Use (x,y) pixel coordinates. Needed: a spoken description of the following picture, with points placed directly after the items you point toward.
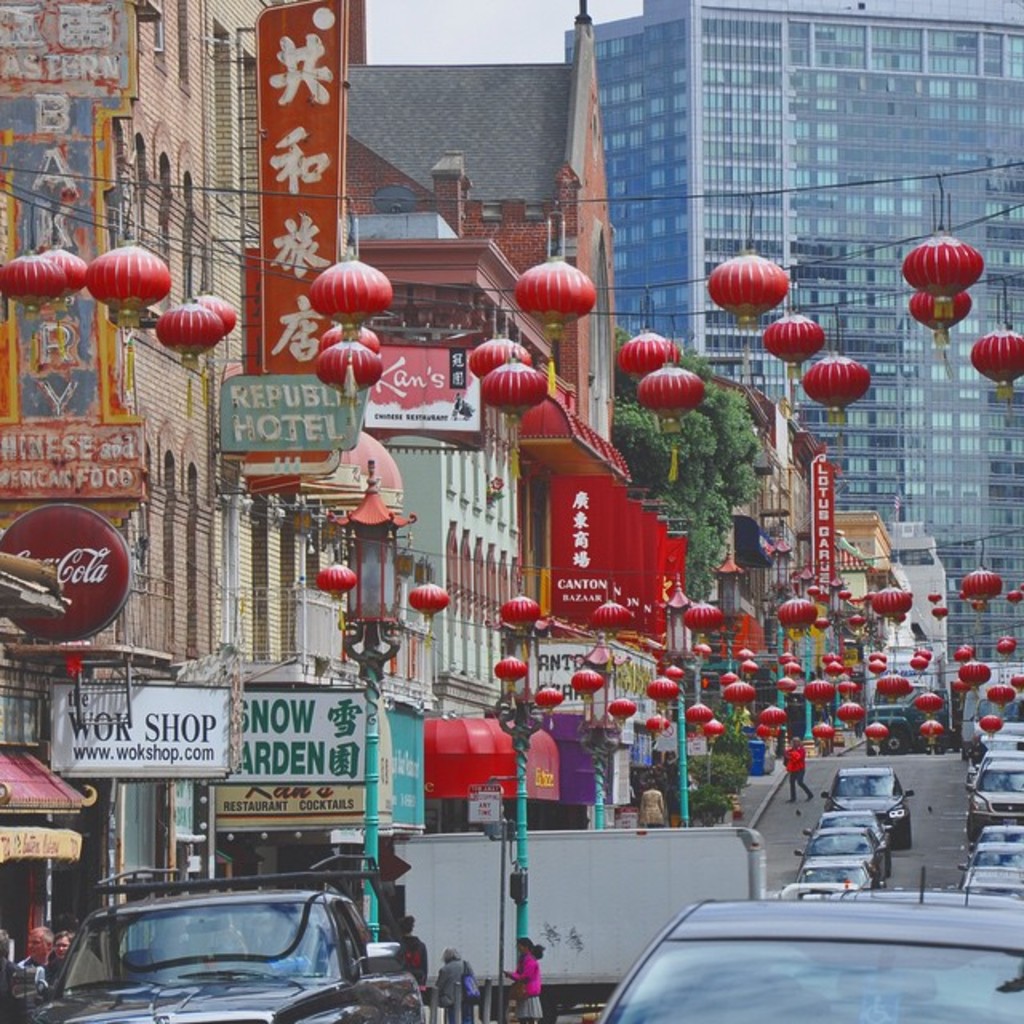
On the right side (783,816) there is a road (815,822). On the road (775,868) there are many vehicles (196,961). There are few people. There are poles (518,740) with lights (728,596). On the left side (162,409) there are many buildings (428,181). Also there are name boards (283,334). Also there are some decorative items (738,280) hanged.
